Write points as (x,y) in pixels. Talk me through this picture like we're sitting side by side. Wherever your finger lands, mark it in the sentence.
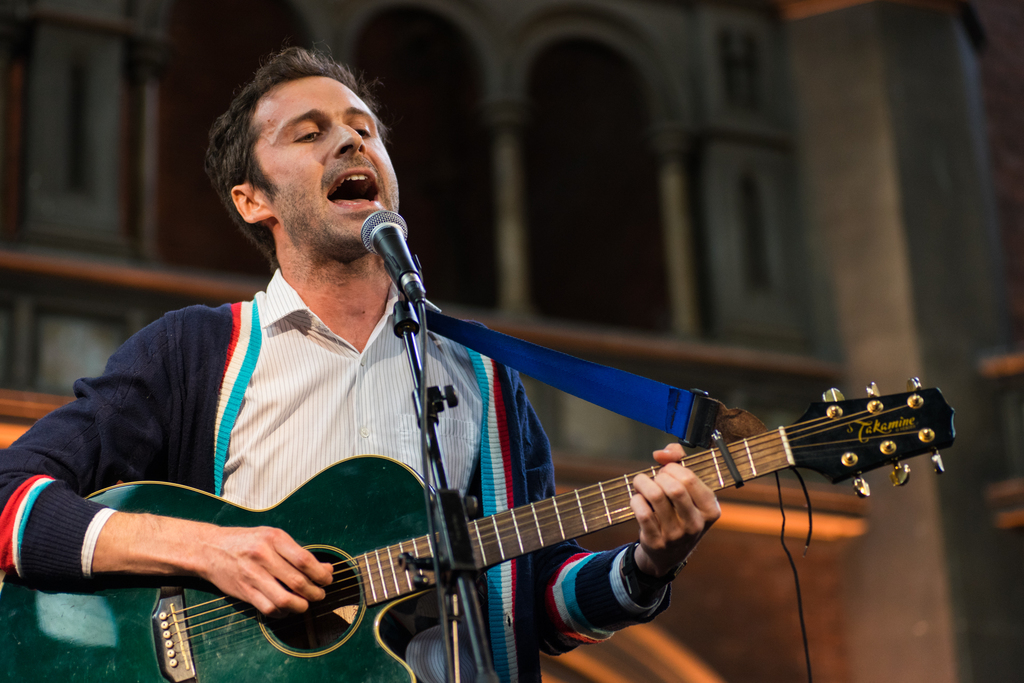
In this image I can see a man (377,319) holding a guitar (397,556) and there is a mic (409,274) and stand (436,488).
